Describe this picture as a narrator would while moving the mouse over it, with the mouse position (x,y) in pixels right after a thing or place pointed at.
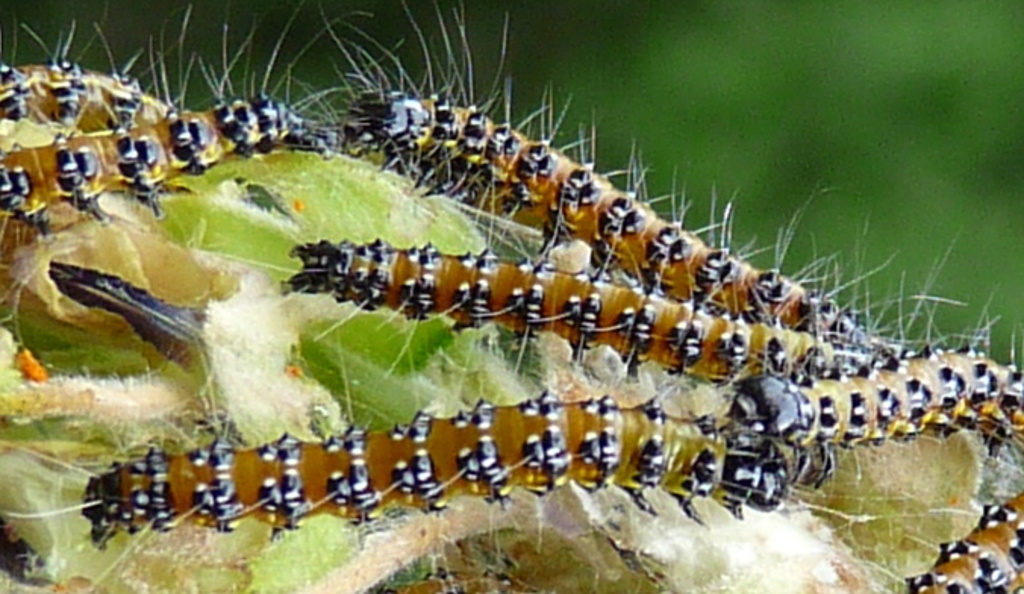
In this picture we can see caterpillars (157,206) in the front (552,264), there is a blurry background (969,136).
